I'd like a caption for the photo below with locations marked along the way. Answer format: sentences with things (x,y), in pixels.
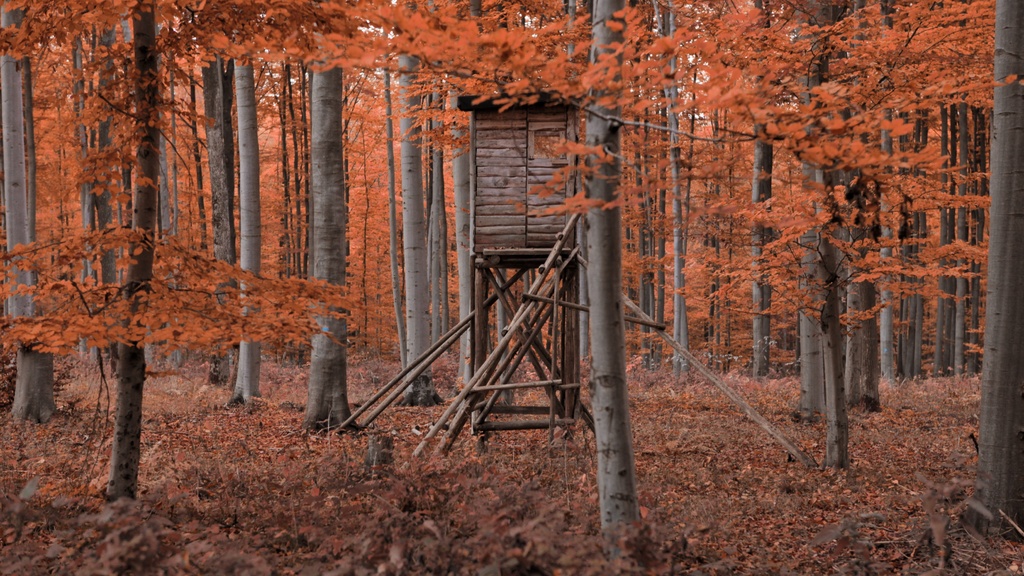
In this image we can see there are some trees (233,311), grass (310,497) and leaves (433,466) on the ground (564,469), also we can see a wooden object (512,125) which looks like a house (533,196).
